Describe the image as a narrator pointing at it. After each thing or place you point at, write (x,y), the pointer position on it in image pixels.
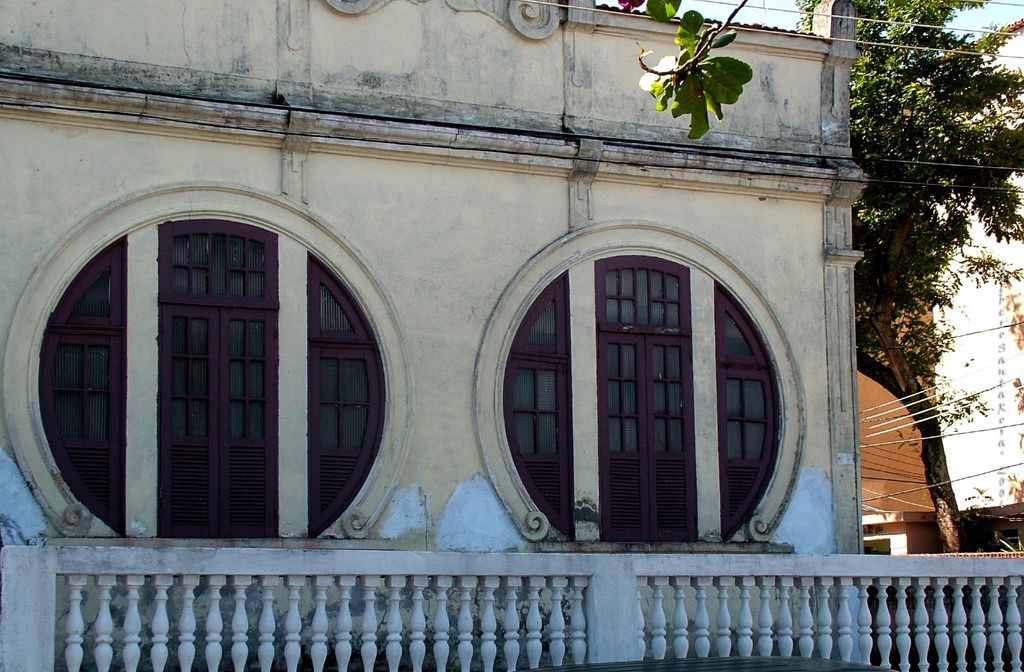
In this picture I can observe a building (400,481). There is a cement railing (396,625). On the right side (909,244) there is a tree (927,358) and I can observe some wires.
